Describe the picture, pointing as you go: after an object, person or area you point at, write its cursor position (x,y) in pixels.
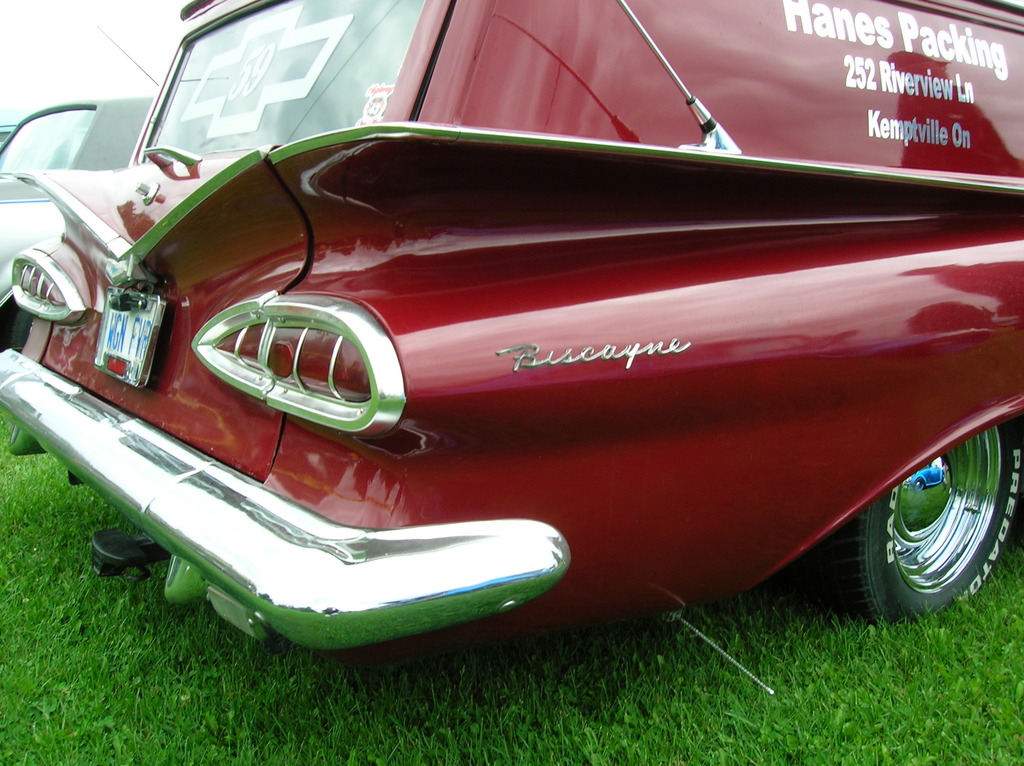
In this image we can see cars (465,369). At the bottom of the image (378,678) there is grass (406,712).
